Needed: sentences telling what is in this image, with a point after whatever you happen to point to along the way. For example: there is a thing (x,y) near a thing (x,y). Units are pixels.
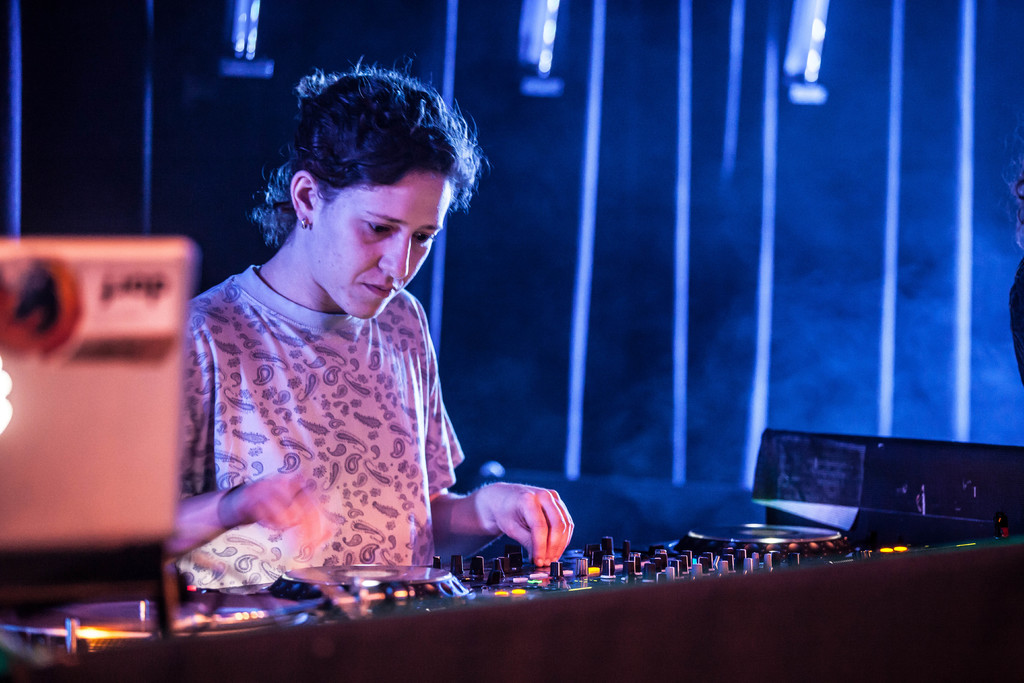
In this image, we can see a lady (353,472) operating a musical instrument (591,544) and in the background (316,55), there is an object (116,293) and we can see lights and a curtain (645,289).
